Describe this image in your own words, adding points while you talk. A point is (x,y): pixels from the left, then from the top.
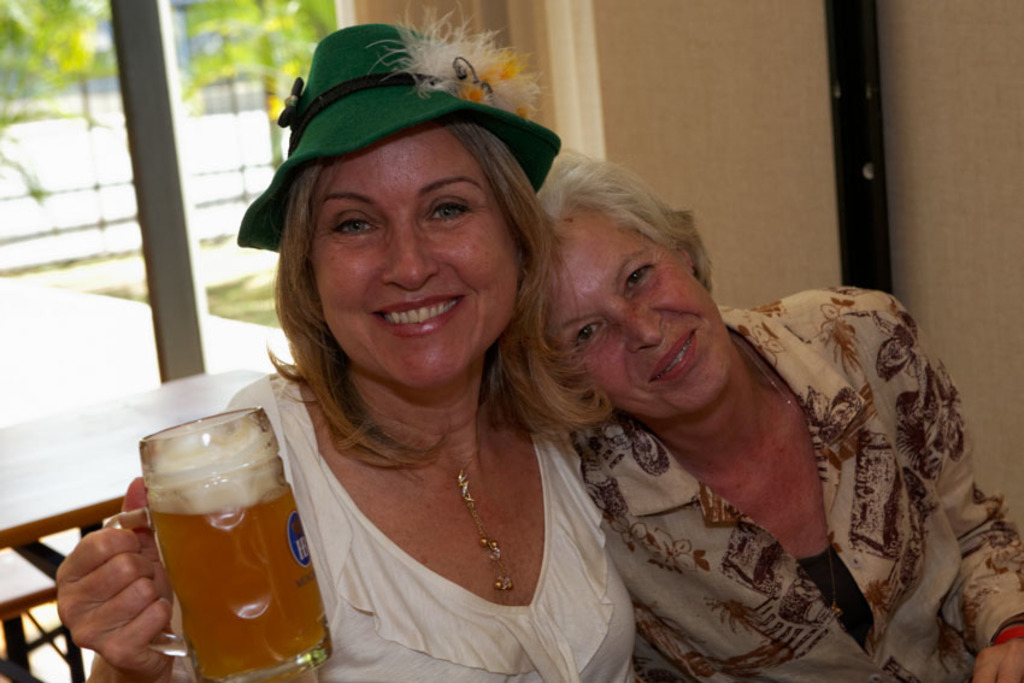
In this image i can see there are two women (548,439) who are smiling. The women (554,459) on the left side (310,475) is holding a cup (254,535) and wearing a green hat (416,117).
